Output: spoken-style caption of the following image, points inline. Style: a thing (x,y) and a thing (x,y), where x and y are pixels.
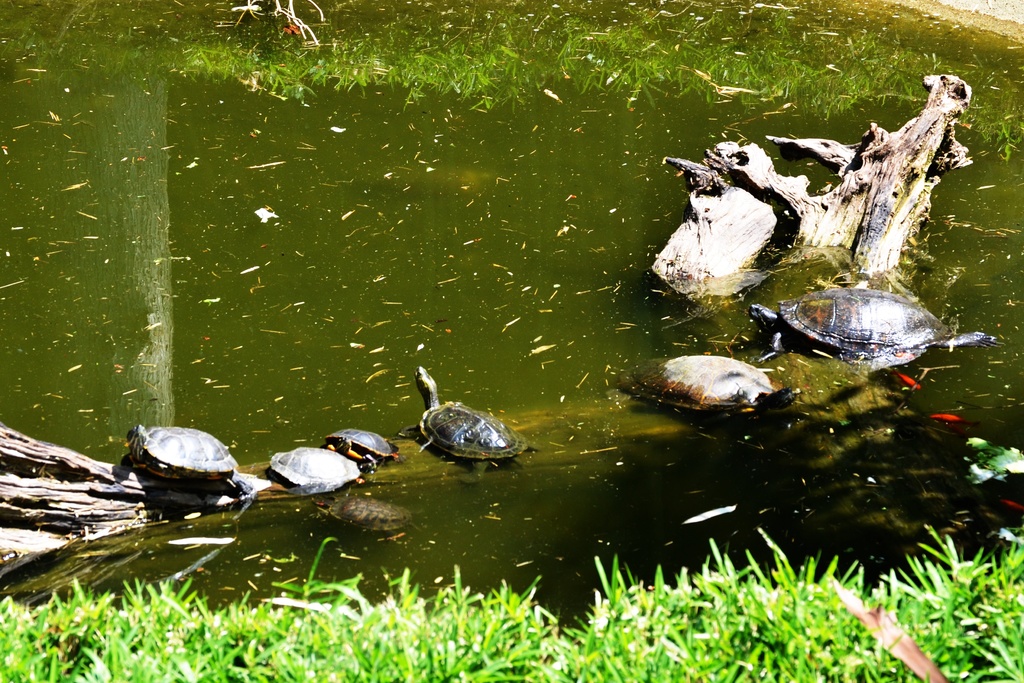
In this image there is a tree trunk (85,523) in the water (543,468). On it there are small tortoises (423,440). At the bottom (496,644) there is grass (501,653). In the middle (597,232) there is water (439,211).
